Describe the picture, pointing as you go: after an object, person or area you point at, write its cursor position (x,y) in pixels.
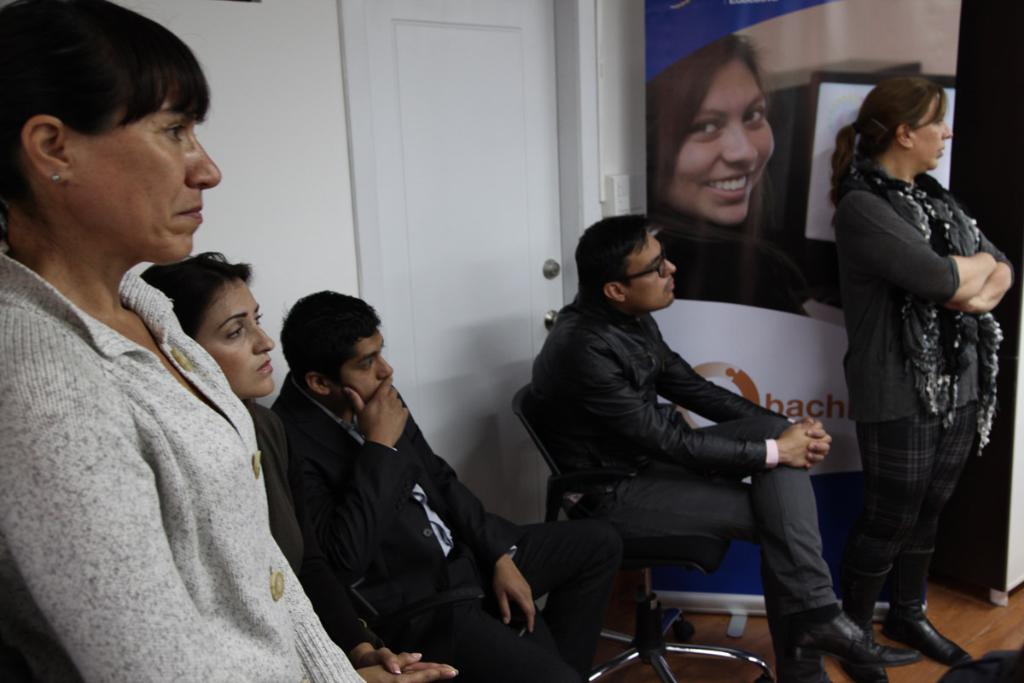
In this image there are people (652,368), banner (799,32), door (493,265), wall (296,225) and chairs (559,485). Among them, three people (400,622) are sitting and two people (196,515) are standing.
